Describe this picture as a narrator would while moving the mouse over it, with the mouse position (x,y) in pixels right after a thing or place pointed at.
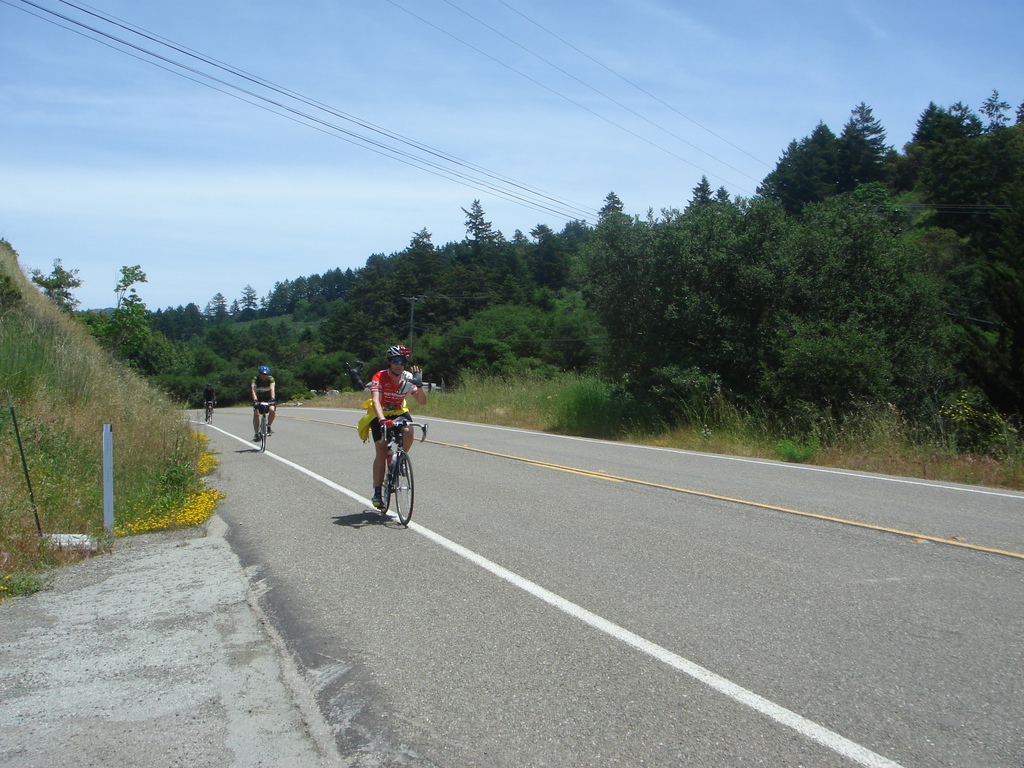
In this image, we can see people (258,385) wearing helmets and are riding bicycles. In the background (331,370), there are trees (835,261), poles (21,452), wires (181,65) and there is grass (87,360). At the top (404,103), there is sky (345,76) and at the bottom (476,525), there is a road (296,652).
